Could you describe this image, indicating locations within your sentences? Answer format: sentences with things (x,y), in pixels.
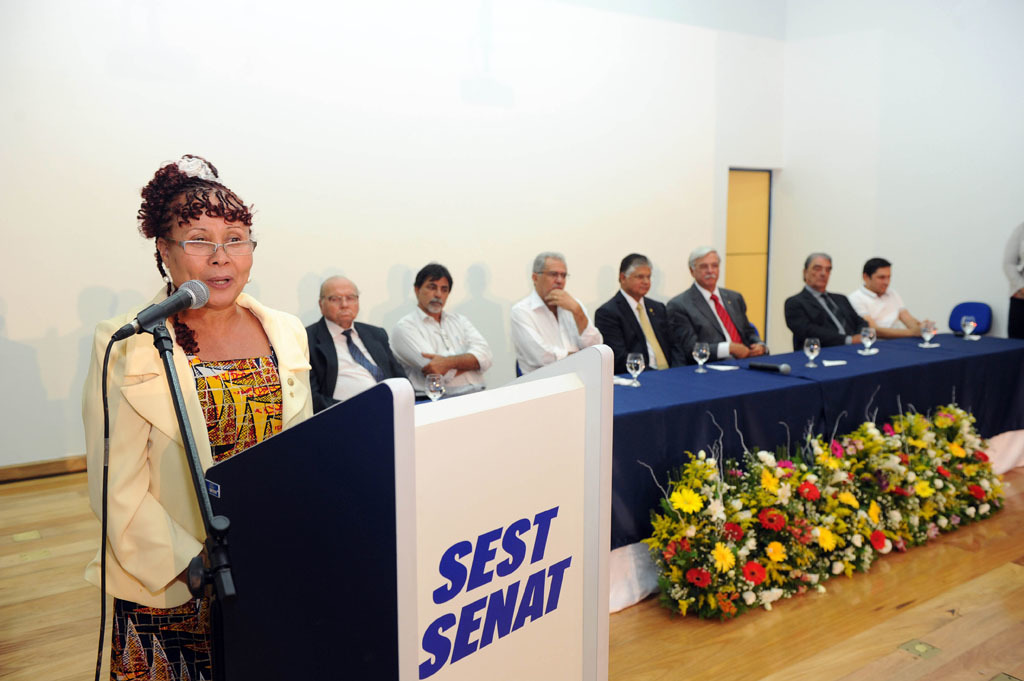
This image is taken indoors. in the background (198,123) there is a wall (502,215) with a door (754,217). At the bottom of the image (881,639) there is a floor (41,566). On the left side of the image (318,517) there is a podium (454,528) with a text (476,583) on it and there is a mic (174,307). A woman (180,258) is standing and talking. On the right side of the image (864,392) there is a table (764,414) with a tablecloth (829,368), a mic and a few glasses of water (927,331) on it. There are a few bouquets (754,520) with flowers (843,494) on the floor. A few men (839,308) are sitting on the chairs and a man (1015,248) is standing on the floor (54,612).
